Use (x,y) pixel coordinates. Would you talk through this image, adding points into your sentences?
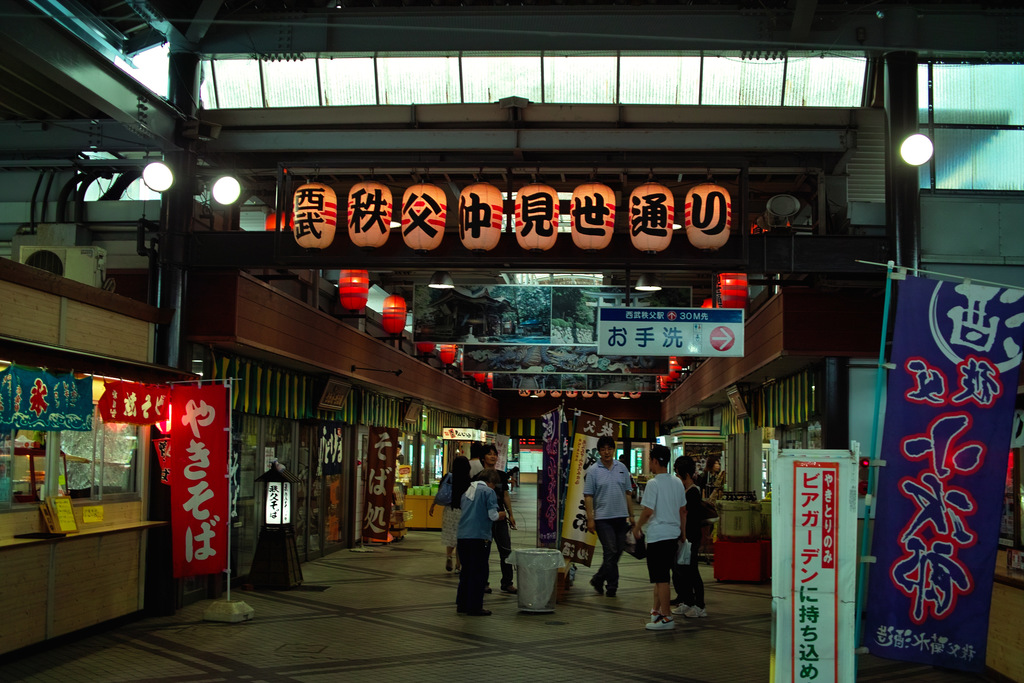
In this picture I can see group of people (649,483) standing, there are shops (125,502), there are boards (654,358), lights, banners (200,409), there are paper lanterns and some other objects (279,560).
